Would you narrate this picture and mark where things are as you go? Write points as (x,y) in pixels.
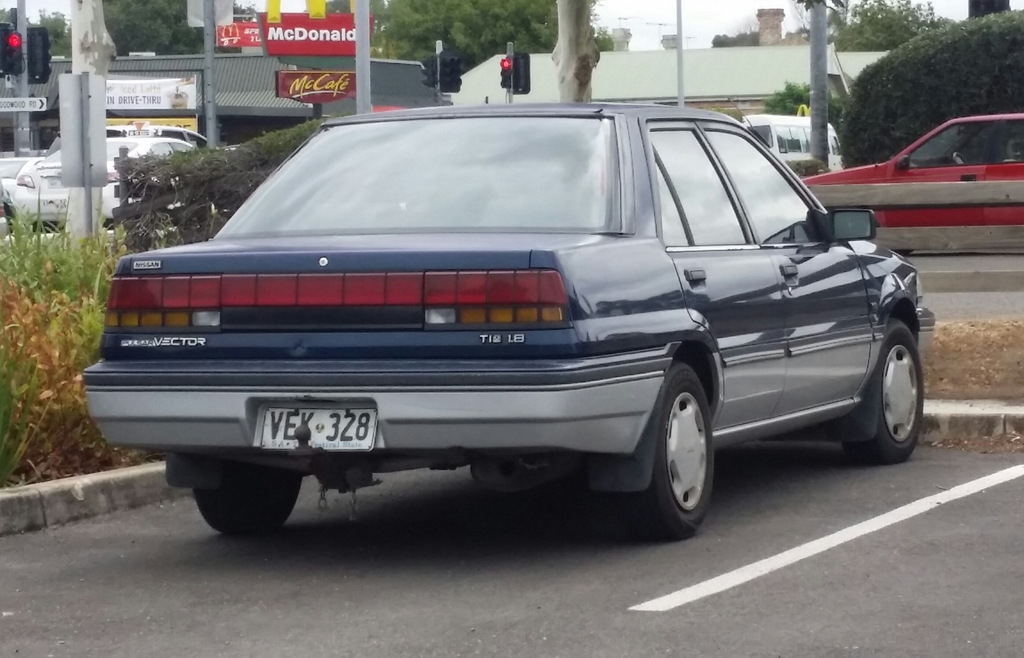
In this image I can see the ground (709,569), a car (651,359) which is blue in color on the ground (750,624), few plants (58,384), the road (1012,299), few vehicles (110,194) on the road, few poles (25,74), a traffic signal (2,42), few trees (182,18) and few buildings (334,68). In the background (795,18) I can see the sky (719,28).
